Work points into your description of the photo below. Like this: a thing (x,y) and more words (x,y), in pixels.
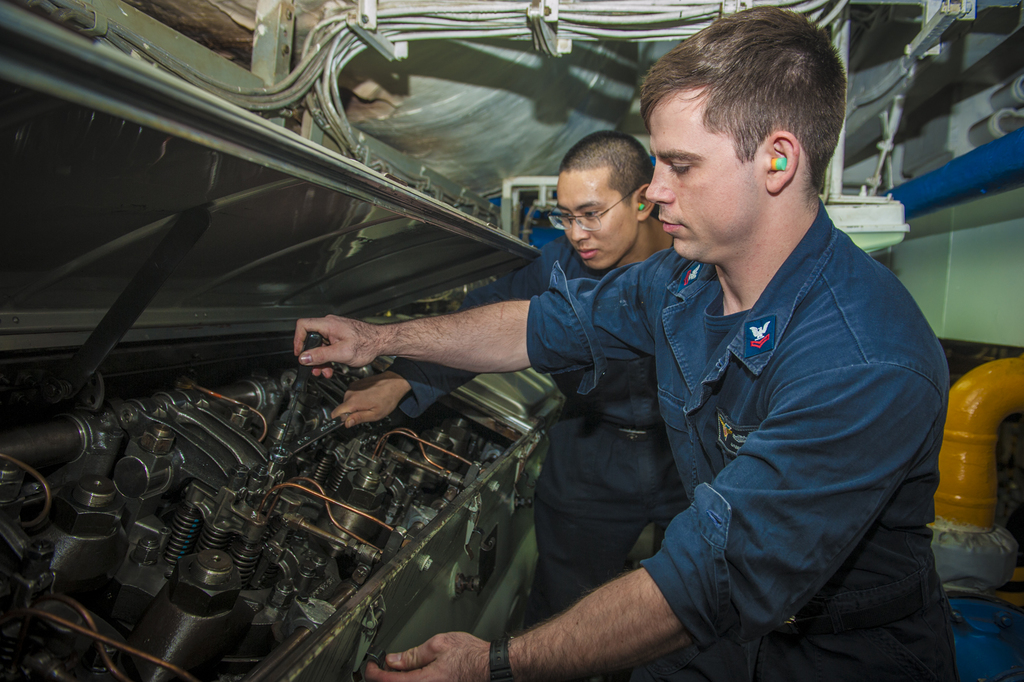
In this image we can see two persons (694,390) holding tools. They are wearing ear plugs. One person (601,214) is wearing specs (552,218). Also we can see machine (263,504) with bolts (205,568), copper wires (423,441). Also there are pipes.
